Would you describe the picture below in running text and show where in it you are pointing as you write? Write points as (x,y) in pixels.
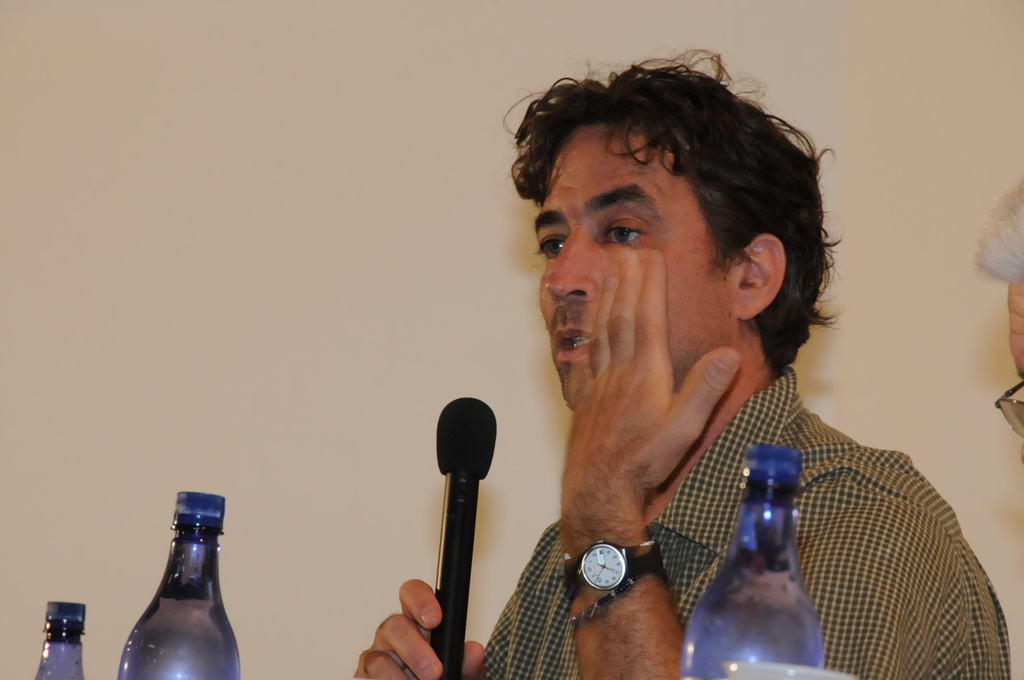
In this image a person (822,591) wearing a watch (639,559) is holding a mike (457,428). There are three bottles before this person (852,589). At the right side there is a person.
